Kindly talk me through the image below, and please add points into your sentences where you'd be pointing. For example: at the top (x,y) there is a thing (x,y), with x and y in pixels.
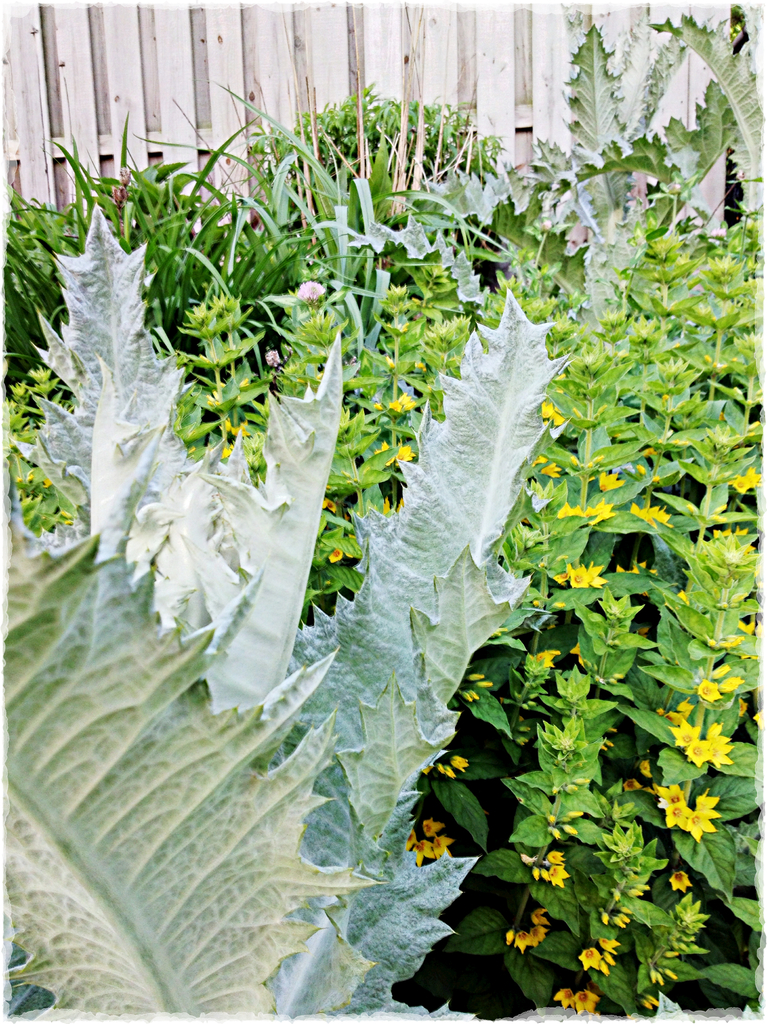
In this image, we can see leaves (330,569), plants (499,583) and flowers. In the background (312,73), there is a fence (261,95).
